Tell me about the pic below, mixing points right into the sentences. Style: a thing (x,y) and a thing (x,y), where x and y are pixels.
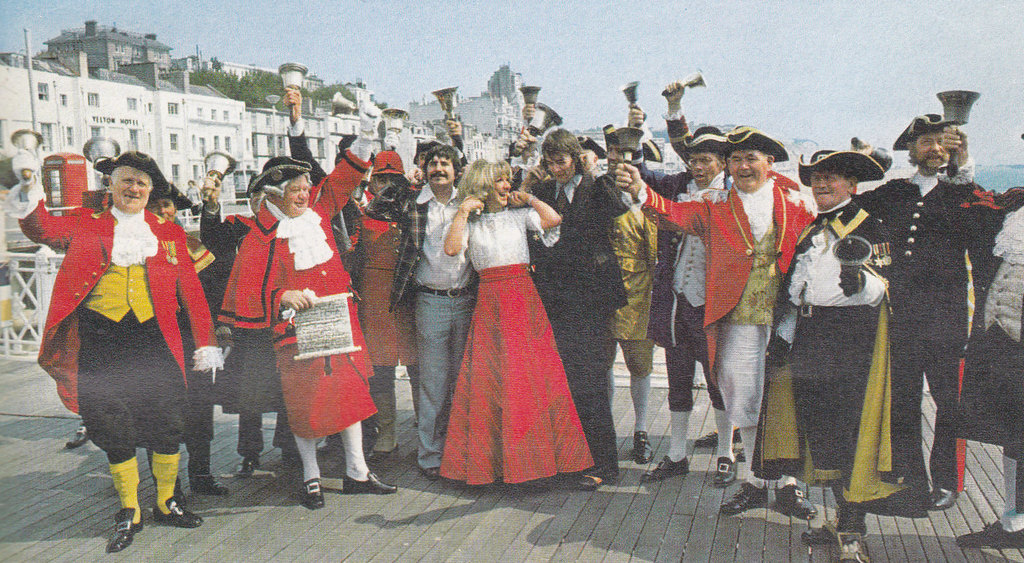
In this picture group of people (738,325) are standing and some wore black hat (750,143) and everyone are giving some stills. In middle (515,277) there is a women (518,301) wore red skirt (517,287) and white T-shirt (506,224) and she smiles beautiful. Many are holding bell (288,79) and some wore gloves (356,144). The sky (432,43) is in blue color. There are some trees (269,90), backside of this group of people (517,291) there is a building (215,136) which is in white color, in this building (216,122) there is a window (216,114) and there is fence (232,204) over here.
